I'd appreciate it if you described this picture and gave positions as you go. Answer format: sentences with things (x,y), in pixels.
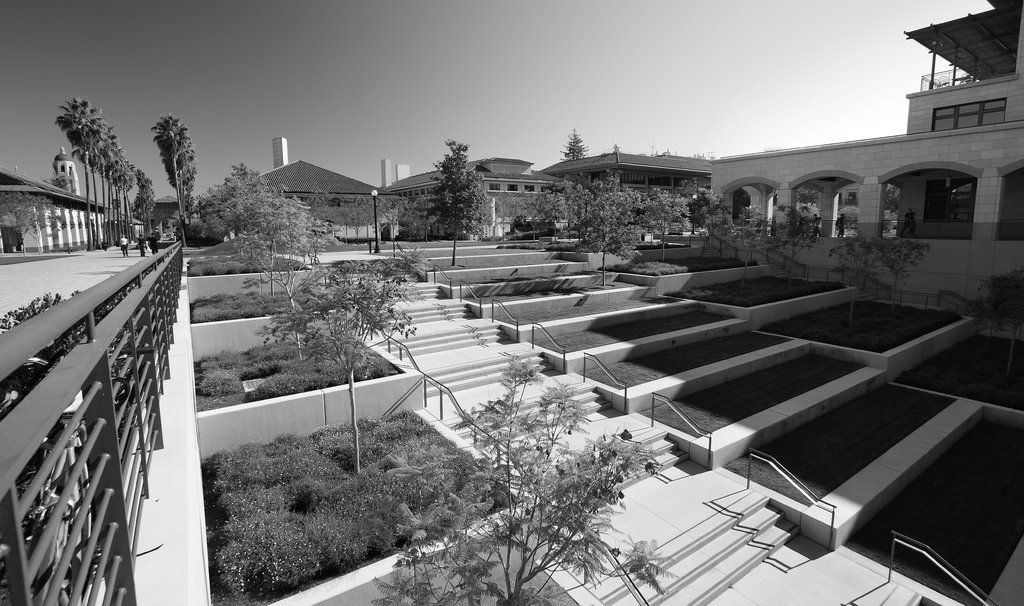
In this picture we can see plants (361,482), fences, steps (731,540), buildings (650,171), trees (126,191), light poles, some people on the path (328,258) and in the background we can see the sky (385,60).
